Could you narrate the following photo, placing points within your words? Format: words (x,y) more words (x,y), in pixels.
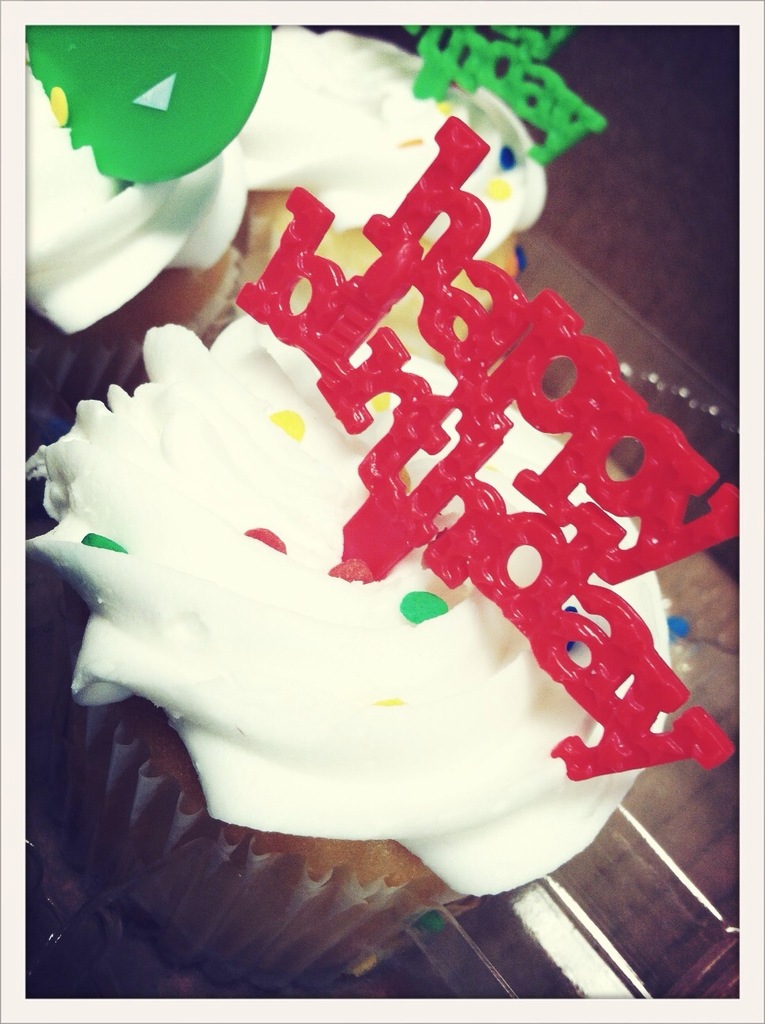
In this image there are cupcakes (141,749) and cake toppers (392,383).
